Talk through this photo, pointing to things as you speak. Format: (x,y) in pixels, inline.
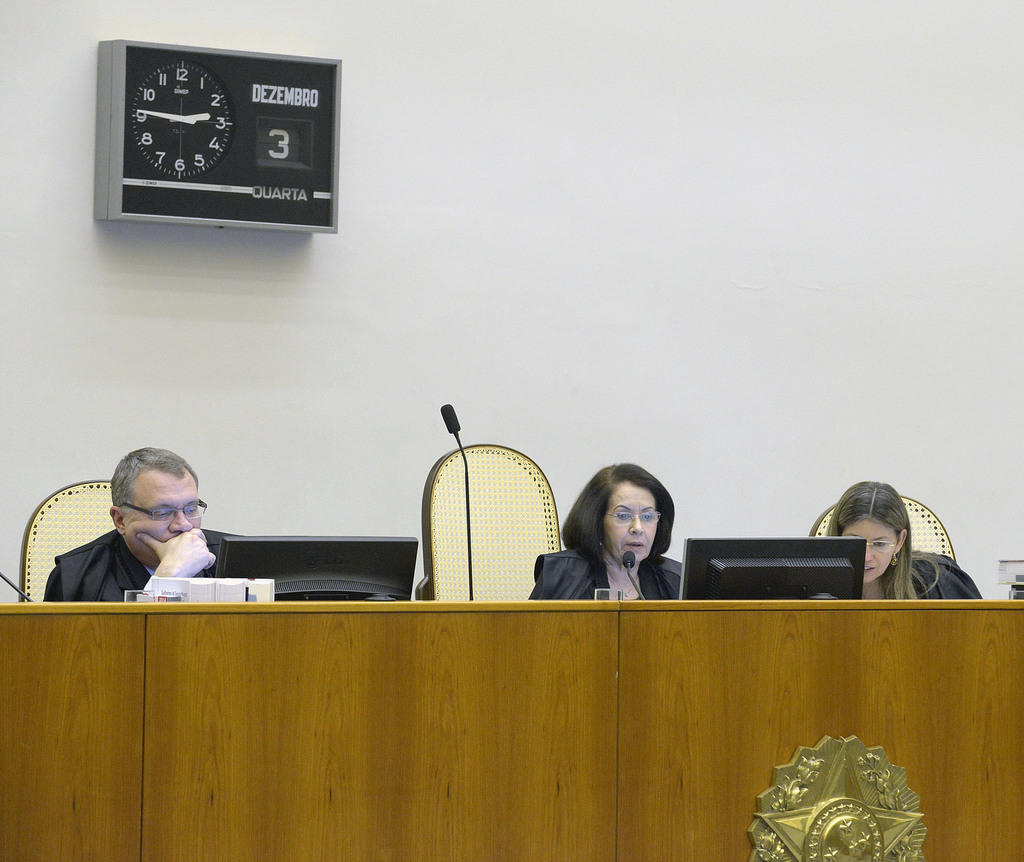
In this image there are three persons (540,562) sitting on the chairs (30,561), there are monitors (858,548), mike's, glasses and some other items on the table (617,682), and in the background (381,261) there is a clock (123,192) to the wall (347,326).
